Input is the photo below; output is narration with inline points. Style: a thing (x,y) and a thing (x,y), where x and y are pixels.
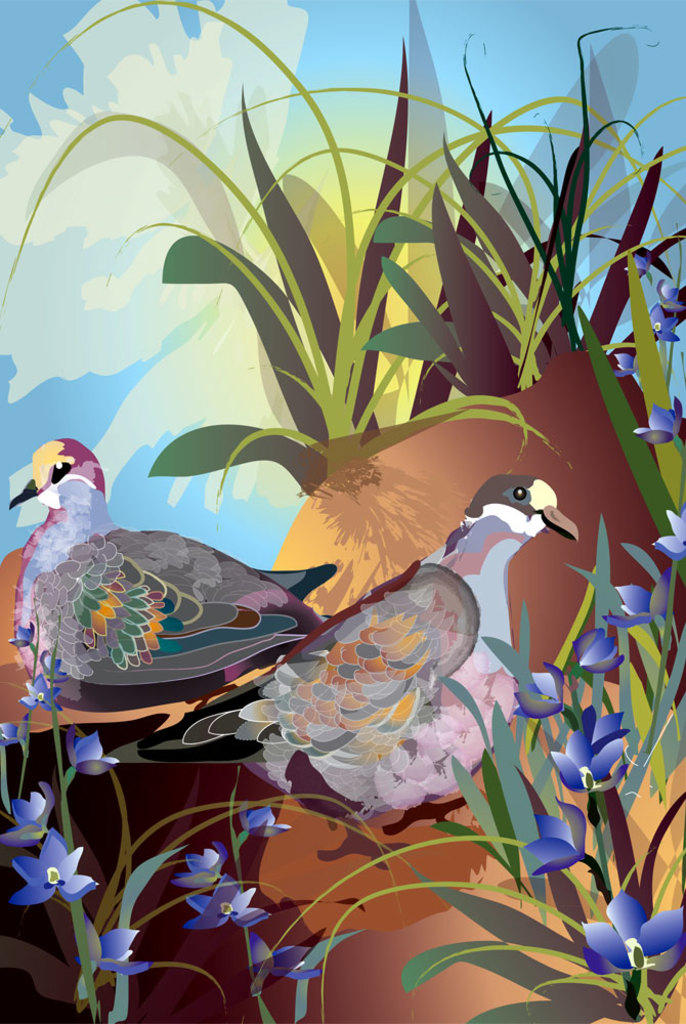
In this image I can see the digital art. I can see two birds (228,645) which are orange, ash, white, black, pink and yellow in color and I can see few plants (440,322) and few flowers (178,882) which are blue in color. In the background (342,27) I can see the sky (173,323).
